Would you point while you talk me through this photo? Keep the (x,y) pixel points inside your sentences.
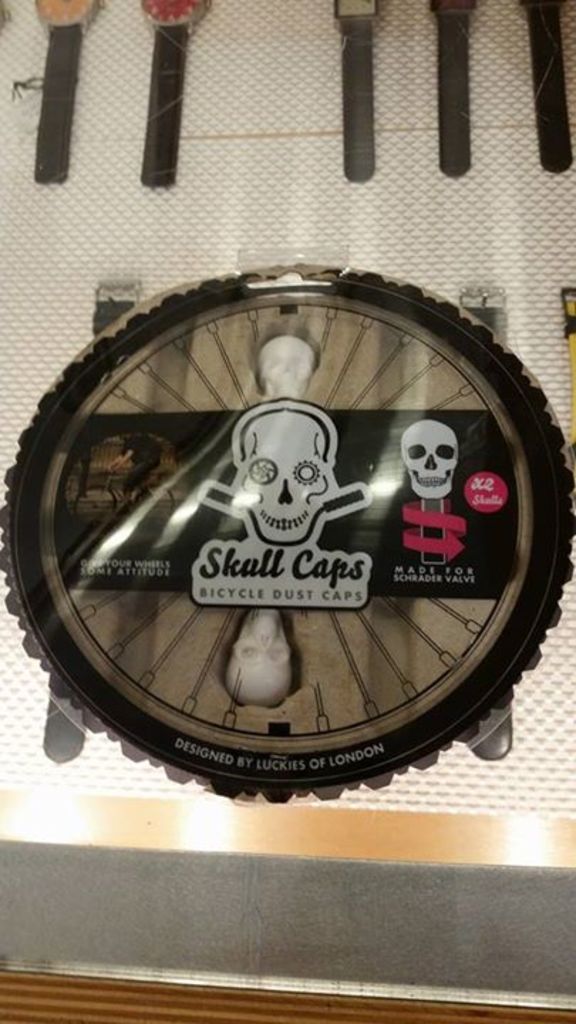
In the picture I can see a logo (421,660) on which we can see skeleton images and some text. In the background (54,754), we can see wrist watches (544,87) are placed on the white surface (9,338).
